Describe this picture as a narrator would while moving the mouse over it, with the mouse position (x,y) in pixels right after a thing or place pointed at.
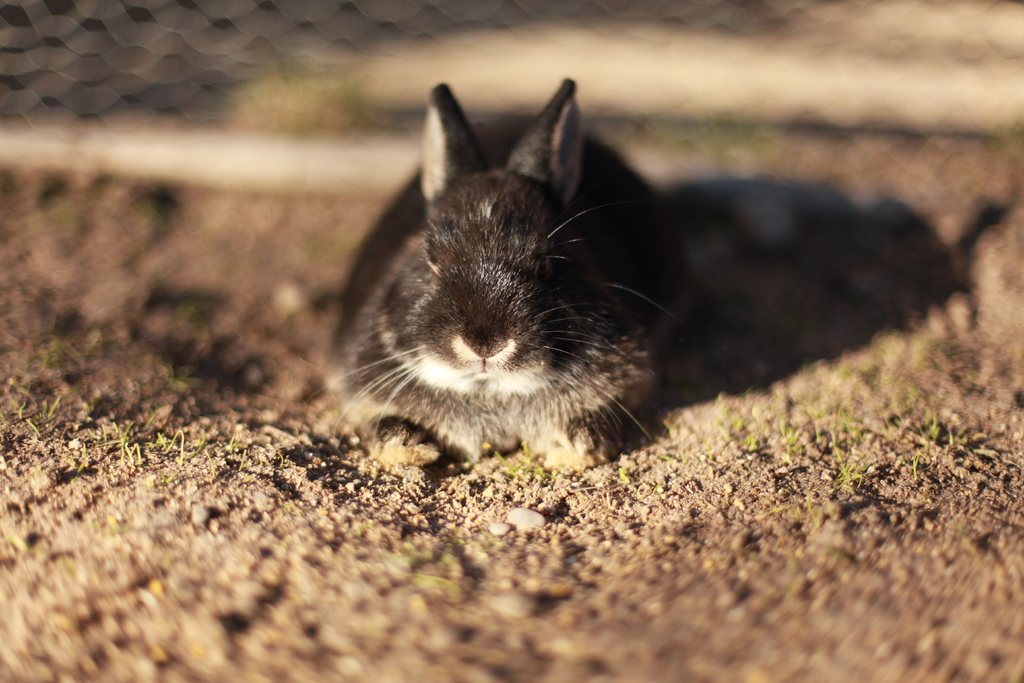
In the center of the image (508,370) we can see one animal (536,392), which is in black and white color. In the background (285,226), we can see it is blurred.
